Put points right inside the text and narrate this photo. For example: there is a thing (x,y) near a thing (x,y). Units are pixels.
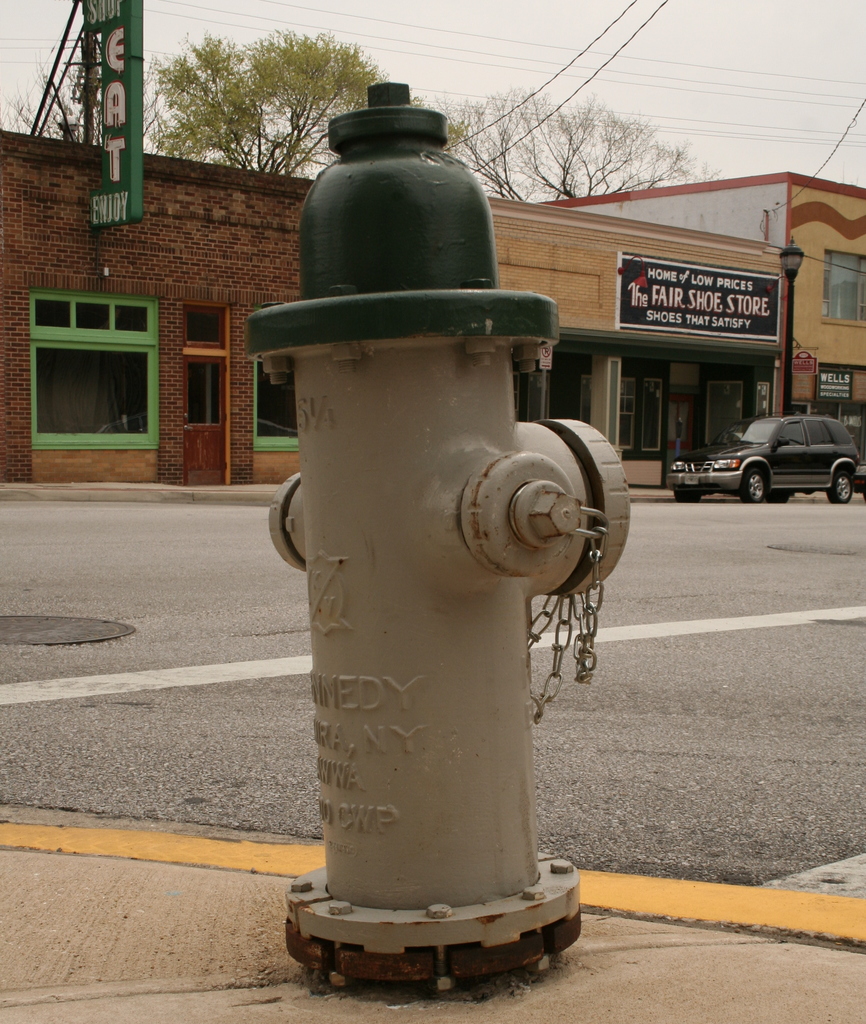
In this image we can see a stand pipe (514,601) with chain (574,603). Also something is written on that. In the back (169,569) there is a road (718,605). Also there is a vehicle (784,448). And there is a building (173,236) with windows (120,413) and boards (699,292). In the background (522,190) there are trees (506,155). Also there is sky (579,60).
